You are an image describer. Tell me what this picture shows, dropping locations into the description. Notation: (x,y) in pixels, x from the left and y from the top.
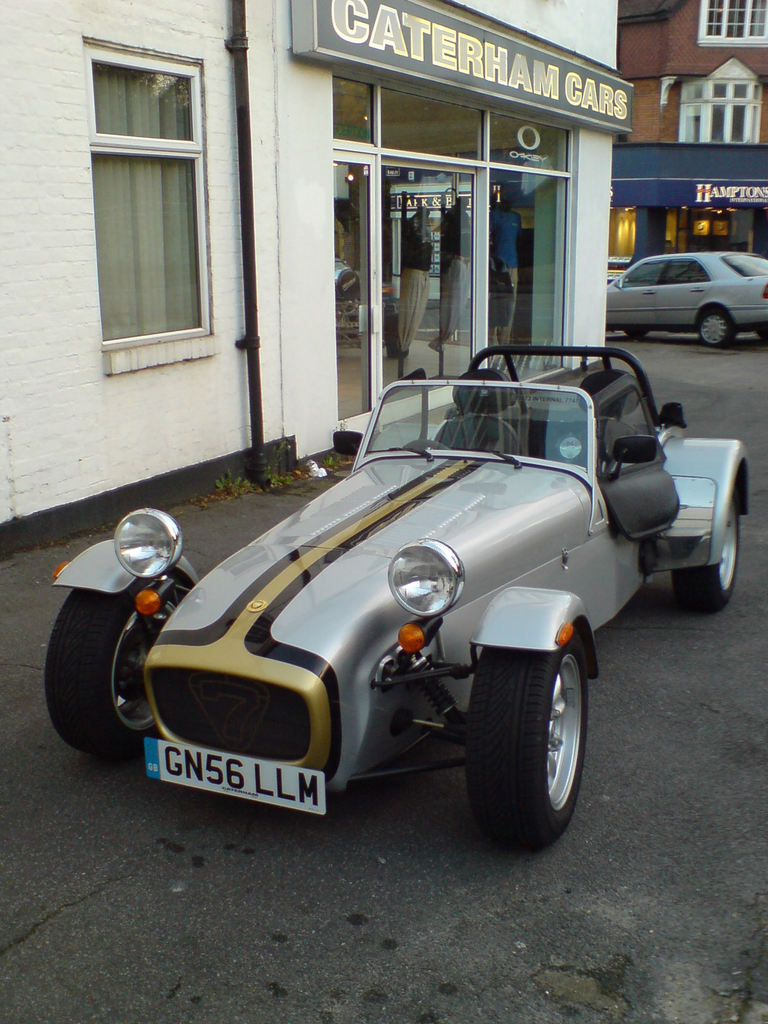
In this picture we can see vehicles (557,744) on the road (464,770), buildings (710,60) with windows (745,20), name boards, pipe (236,6), curtain (106,295).
